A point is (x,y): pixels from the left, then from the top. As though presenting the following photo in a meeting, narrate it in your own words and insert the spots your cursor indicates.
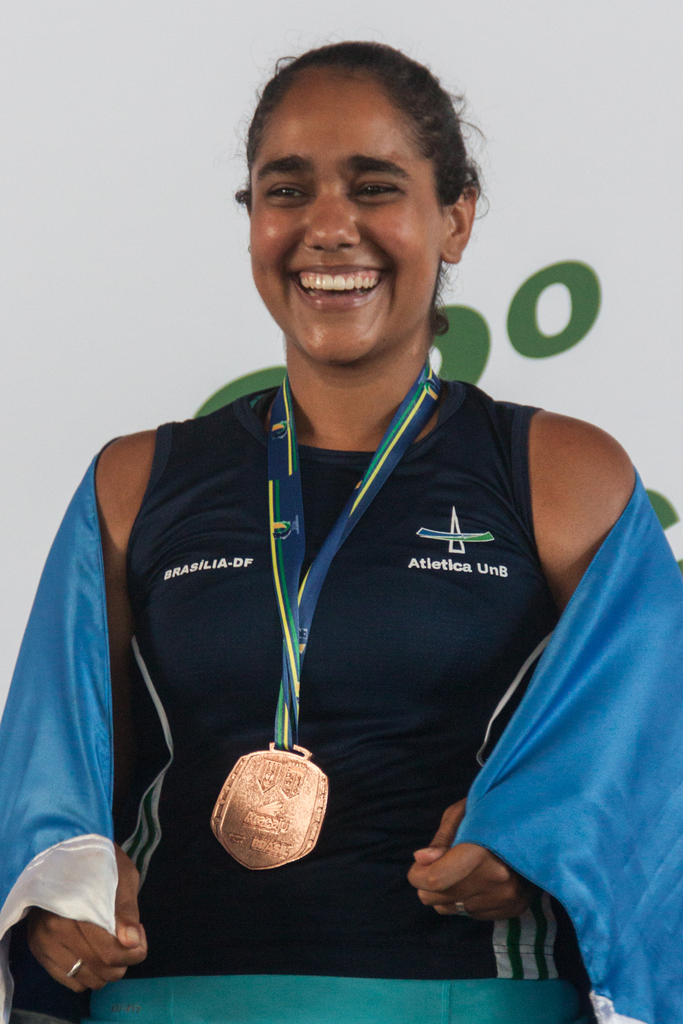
In this image in front (384,189) there is a person (327,361) having a smile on her face (427,219). In the background of the image (535,310) there is a banner (612,373).
